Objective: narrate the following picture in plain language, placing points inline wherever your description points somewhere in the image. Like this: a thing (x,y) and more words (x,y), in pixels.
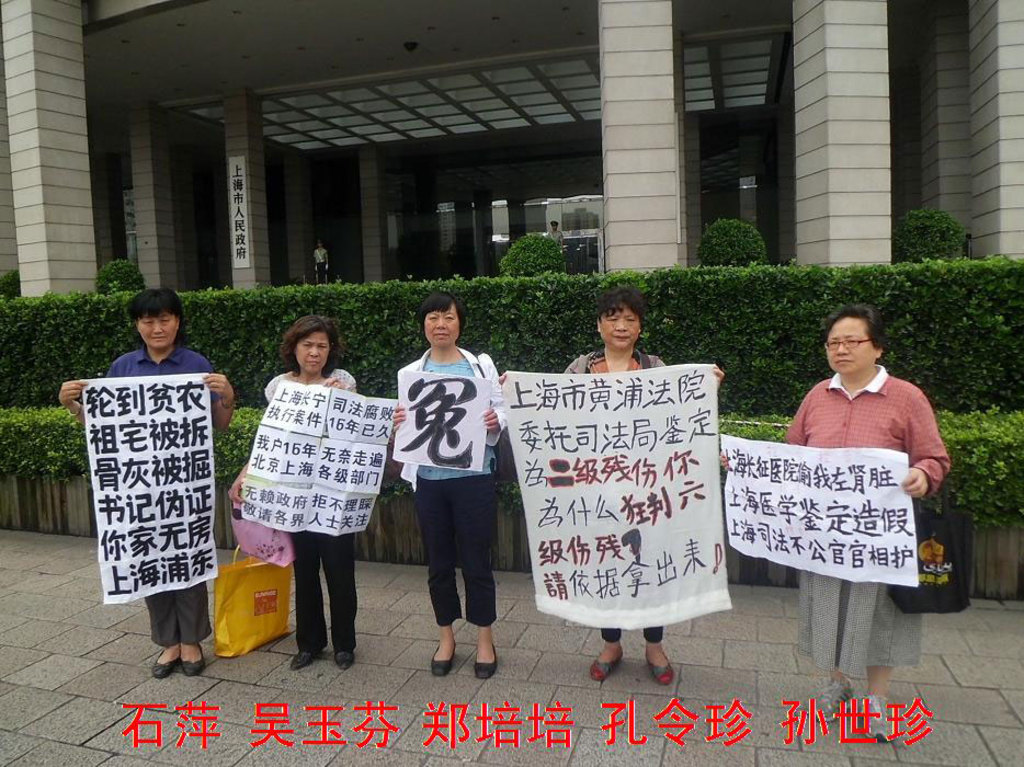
In this picture there are some old women (485,373) standing and holding the white posters (605,474) in the hand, something written in the Chinese language. Behind there is a green plants (66,470) and in the background (94,129) there is a building (541,131) with many big pillars (53,290). On the bottom (869,721) front side of the image there is a small text (824,721) written in the Chinese language.
